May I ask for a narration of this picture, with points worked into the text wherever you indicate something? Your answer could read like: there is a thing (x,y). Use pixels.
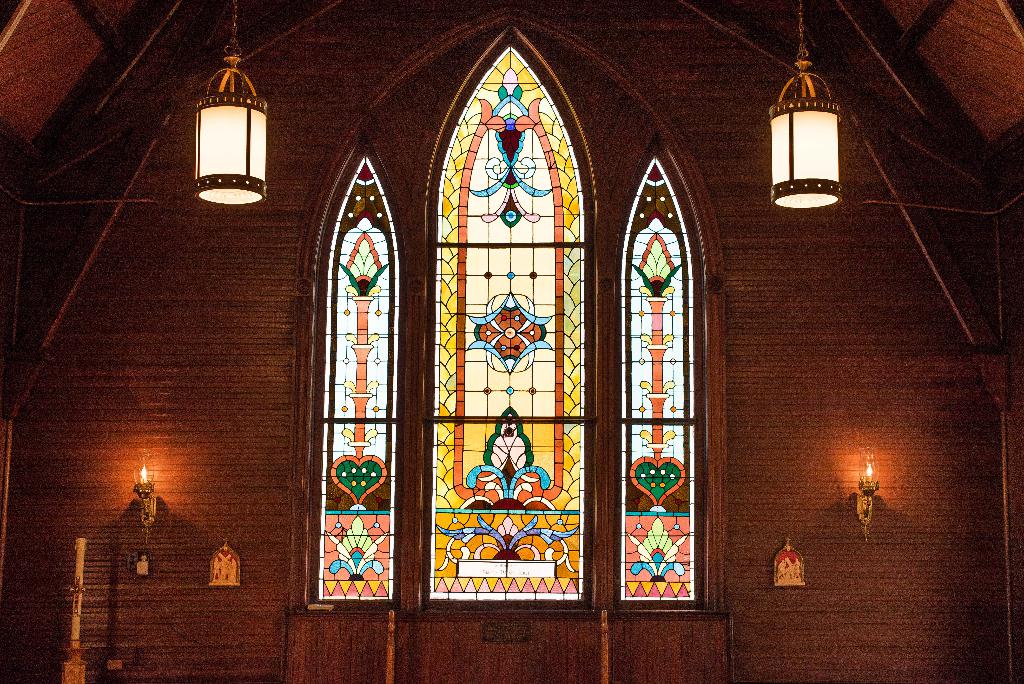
This is a inside picture of a building (853,442). In the center of the image (583,268) there is a glass art (546,172). There are wooden walls (736,345). There are lights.
